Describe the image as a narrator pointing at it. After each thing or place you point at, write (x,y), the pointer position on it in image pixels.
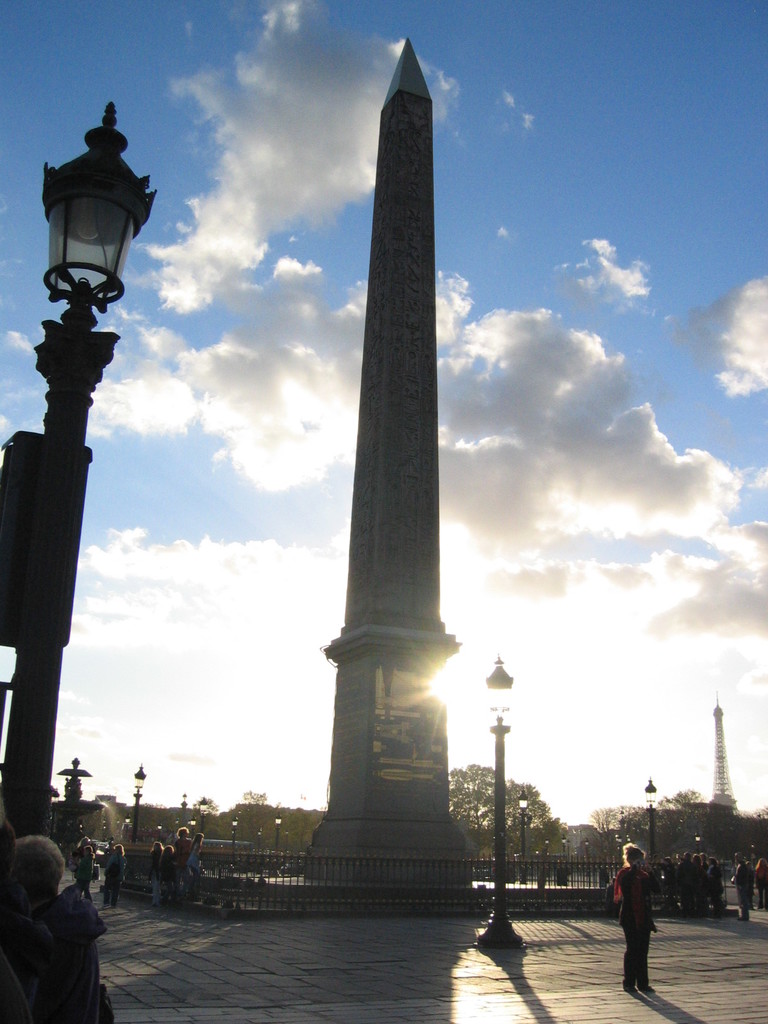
There are people (98,927) at the bottom of this image (88,931). We can see a pillar (448,853) and trees (249,838) in the background (658,834). There is a lamp (42,481) on the left side of this image (71,411) and the cloudy sky (237,484) is in the background (462,407).
